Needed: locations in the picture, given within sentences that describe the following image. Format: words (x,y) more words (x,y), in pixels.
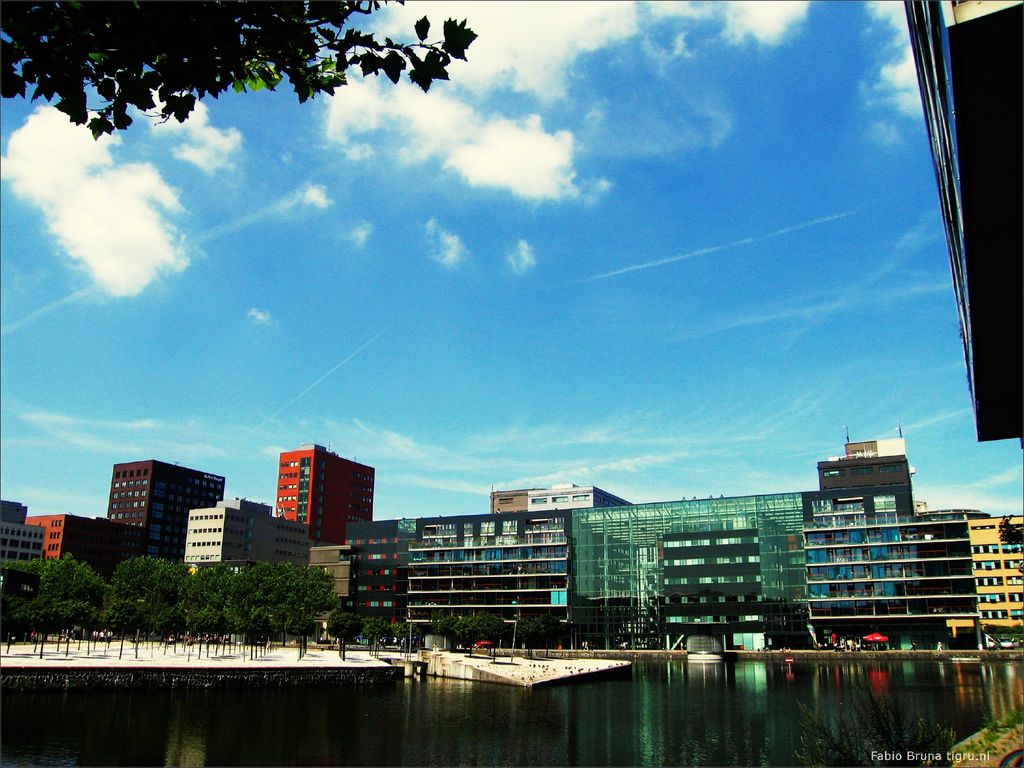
In this image, we can see buildings (347,562), trees (265,597), poles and there are people (62,637). At the top (496,74), there are clouds (408,114) in the sky (408,114) and at the bottom (541,718), there is water (822,715) and we can see some text (941,754).
